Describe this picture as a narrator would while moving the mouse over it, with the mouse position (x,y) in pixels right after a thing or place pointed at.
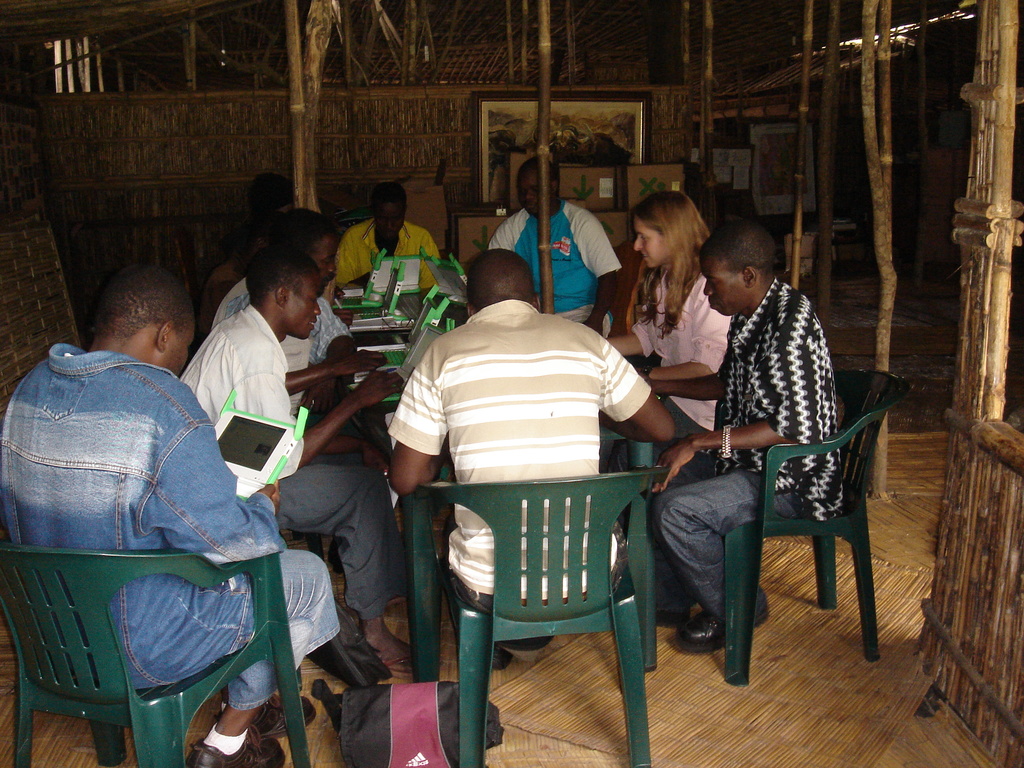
A group of people (578,285) are sitting on the chair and few (213,470) are holding laptops (285,436) in their hands (354,390). We can see pole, frame (604,124), carton boxes (633,189) and a bag (422,716) in this room (973,605) and there is also a table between them.
